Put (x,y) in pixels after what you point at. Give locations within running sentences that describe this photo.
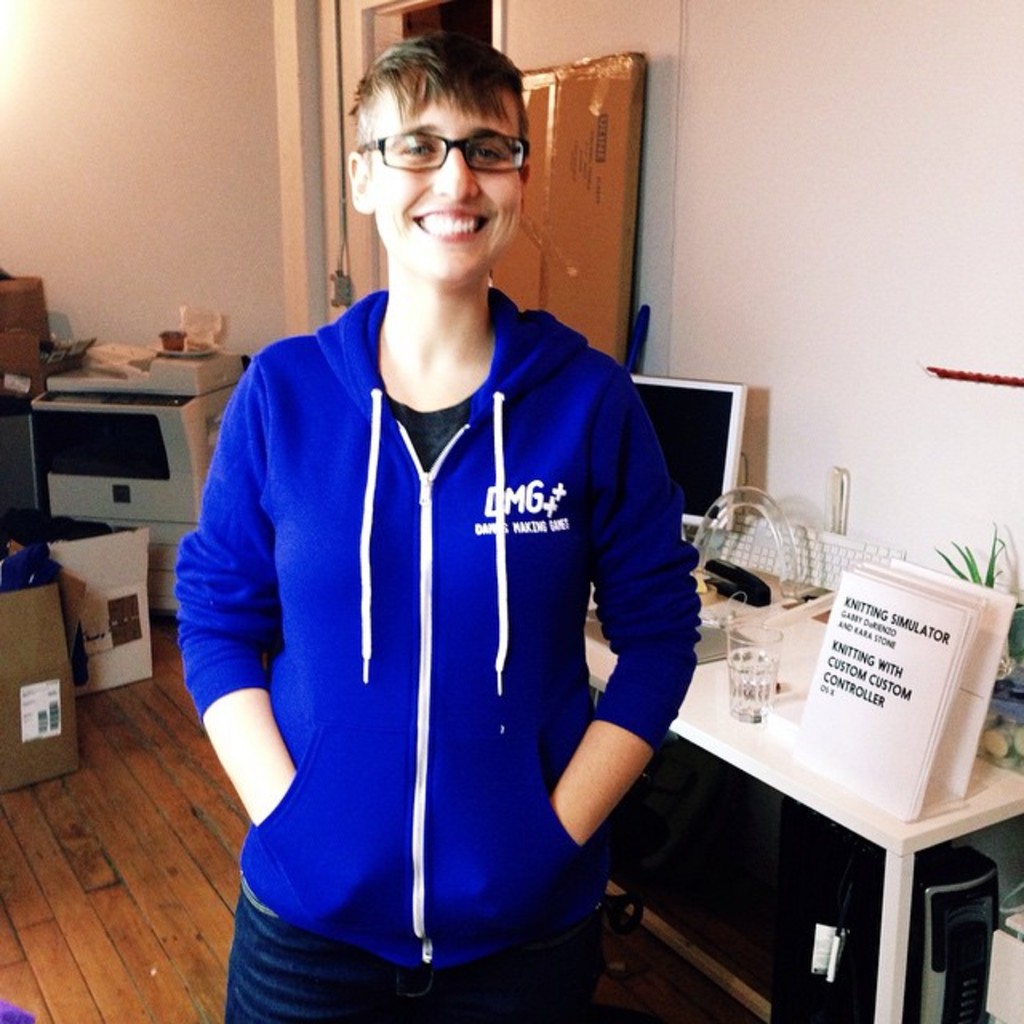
The image is inside the room (869,275). In the image there is a man (481,473) who is wearing a blue color shirt (395,597) and he is also wearing his glasses (428,160). On right side (967,818) we can also see a table (782,670) on table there are monitor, glass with some water (770,674), board (914,650), central processing unit (968,869), plant (973,575) and a wall (783,385) which is in white color. On left side (58,638) we can see some boxes (65,600) in background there is a door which is opened.
